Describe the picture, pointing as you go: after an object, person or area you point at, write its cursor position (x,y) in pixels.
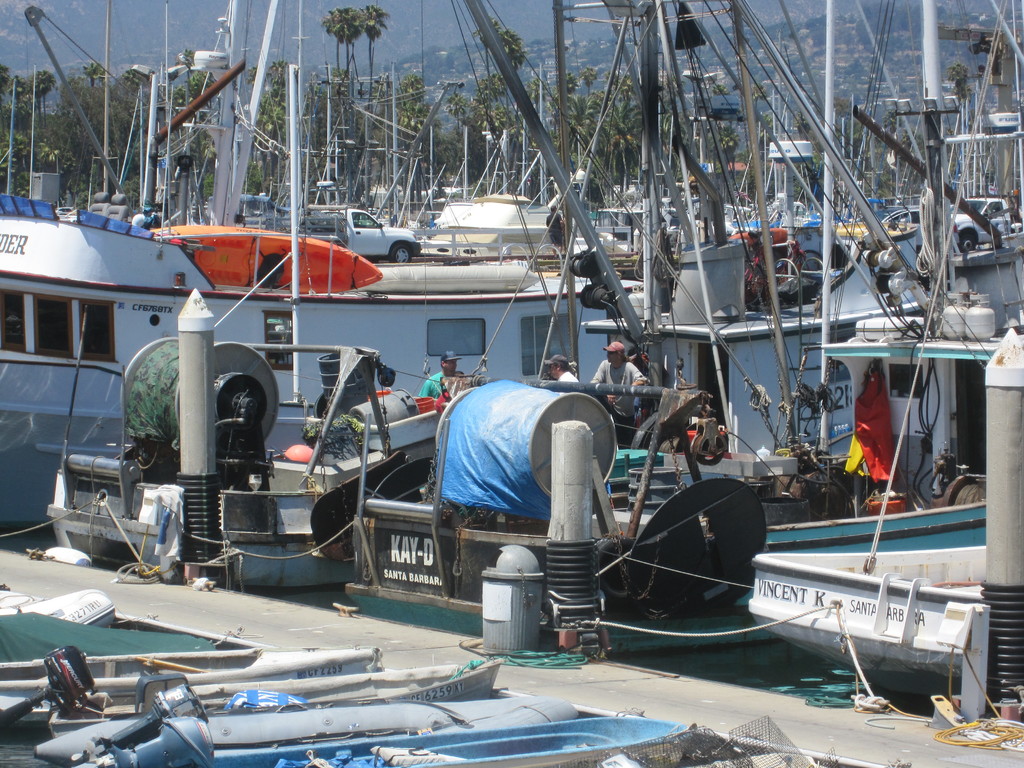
In this picture I can see few trees (6,127), boats (180,209) and I can see few people (551,363) standing on a boat (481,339).
